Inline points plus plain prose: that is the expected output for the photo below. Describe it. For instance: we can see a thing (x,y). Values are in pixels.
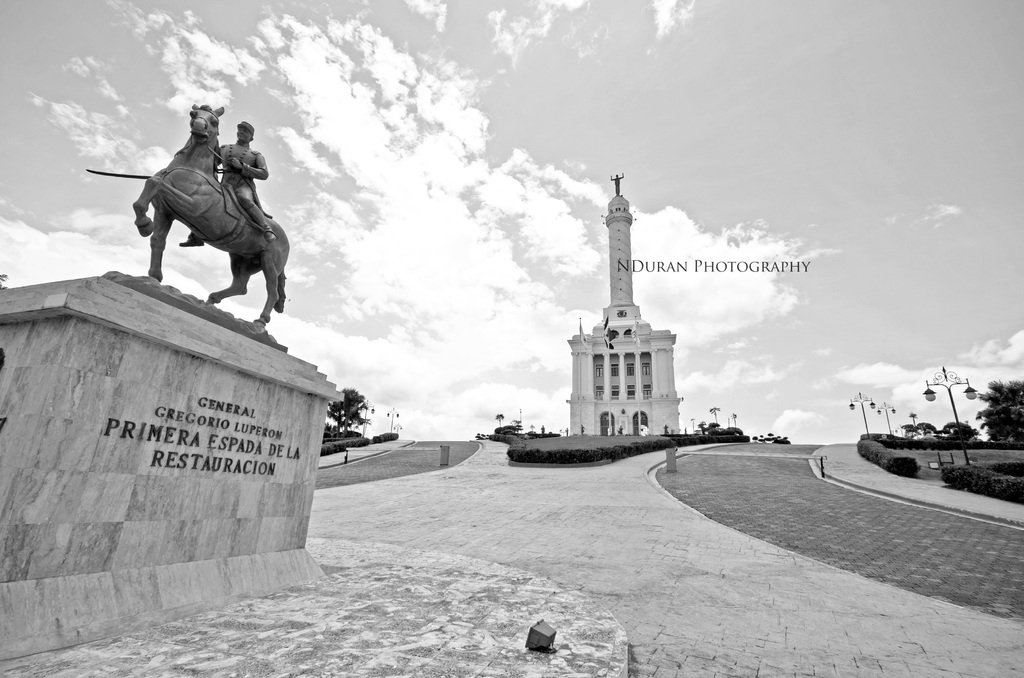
This is a black and white image and here we can see a statue (262,230) and there is some text (155,429) on the wall (198,451). In the background (865,412), there are light poles (894,413), trees (955,430), a building (661,371) and we can see some text (627,268). At the top (548,159), there are clouds (511,159) in the sky (551,206) and at the bottom (691,529), there is a road (658,506).
